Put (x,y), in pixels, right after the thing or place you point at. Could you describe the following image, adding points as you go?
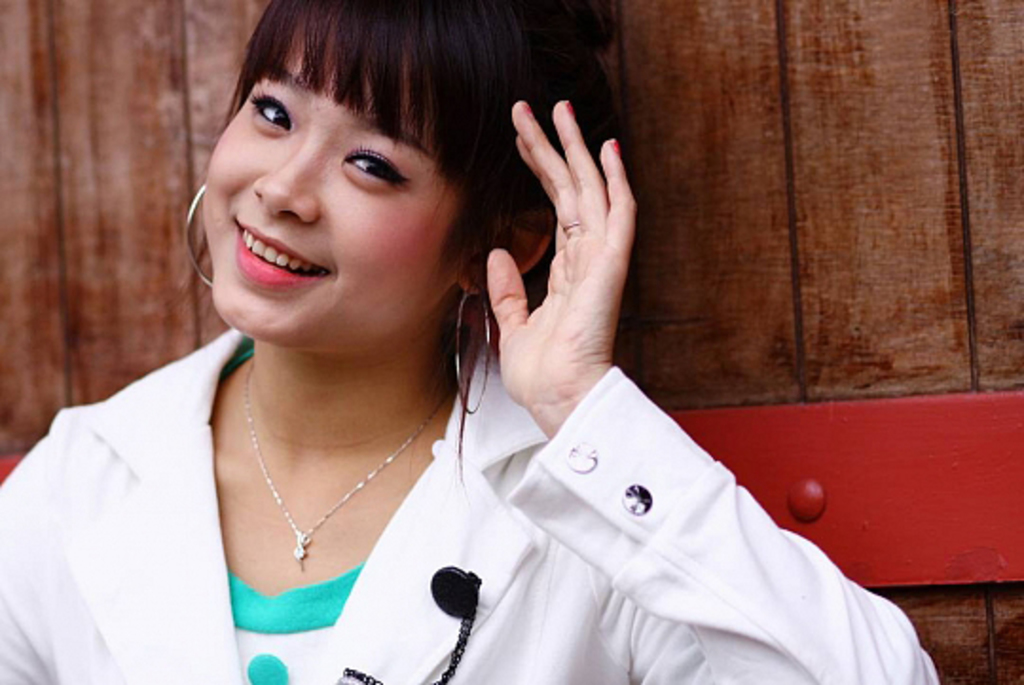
In the background (976,192) we can see the wooden object (892,126). In this picture we can see a woman (460,633). She is giving a pose and smiling.
